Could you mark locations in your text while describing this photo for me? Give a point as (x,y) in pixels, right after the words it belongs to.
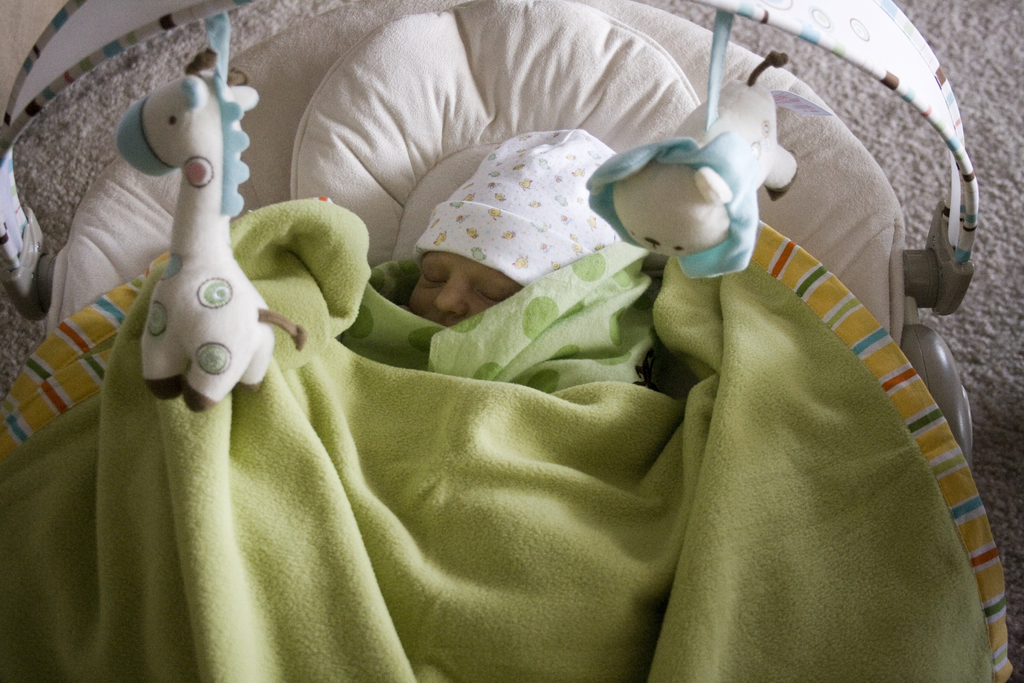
In this image in the center (513,291) there is a baby (532,194) who is sleeping, and there are some blankets (406,342) and pillows (454,157) and there are some toys (680,165). And at the bottom of the image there is carpet (96,157).
